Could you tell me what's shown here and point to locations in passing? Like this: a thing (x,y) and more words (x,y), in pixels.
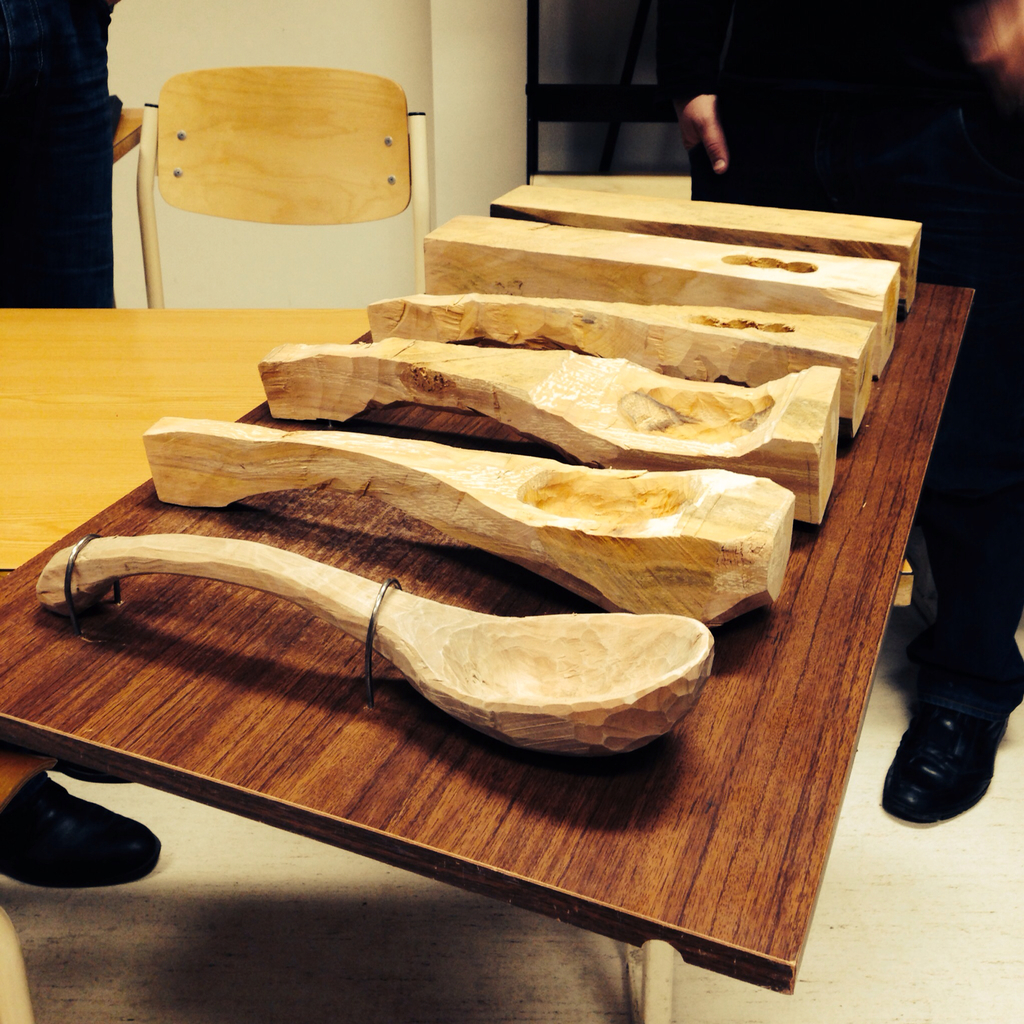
There are some pieces of wood (768,319) placed on a table (505,867).
